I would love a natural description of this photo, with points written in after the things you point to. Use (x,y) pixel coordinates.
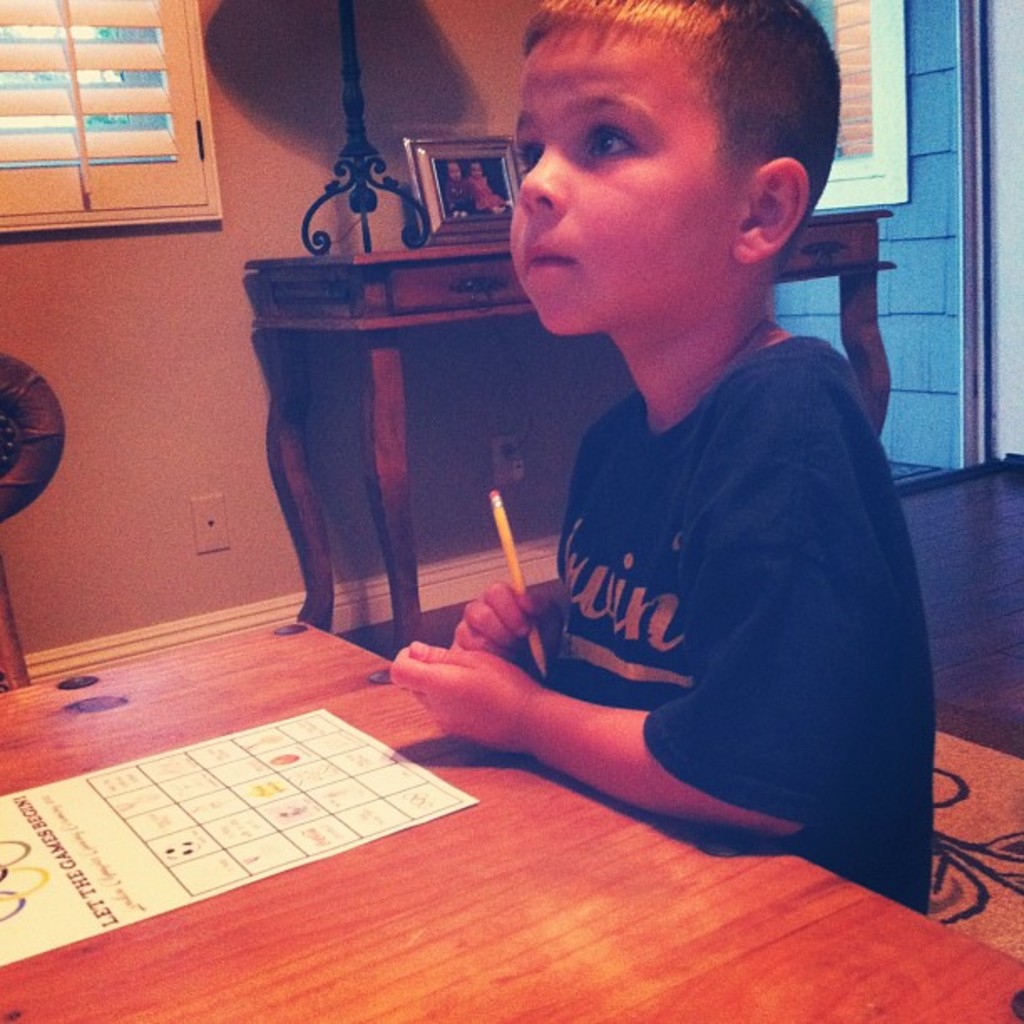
In this image I can see a boy (592,451) and I can see he is wearing t shirt (652,649). I can also see something is written over here and I can see he is holding a pencil (495,514). I can see few tables (369,257) and on this table (283,1023) I can see a white colour paper (200,743). On this paper (147,791) I can see something is written. In background (453,184) I can see a frame (491,198) on this table (488,268).
